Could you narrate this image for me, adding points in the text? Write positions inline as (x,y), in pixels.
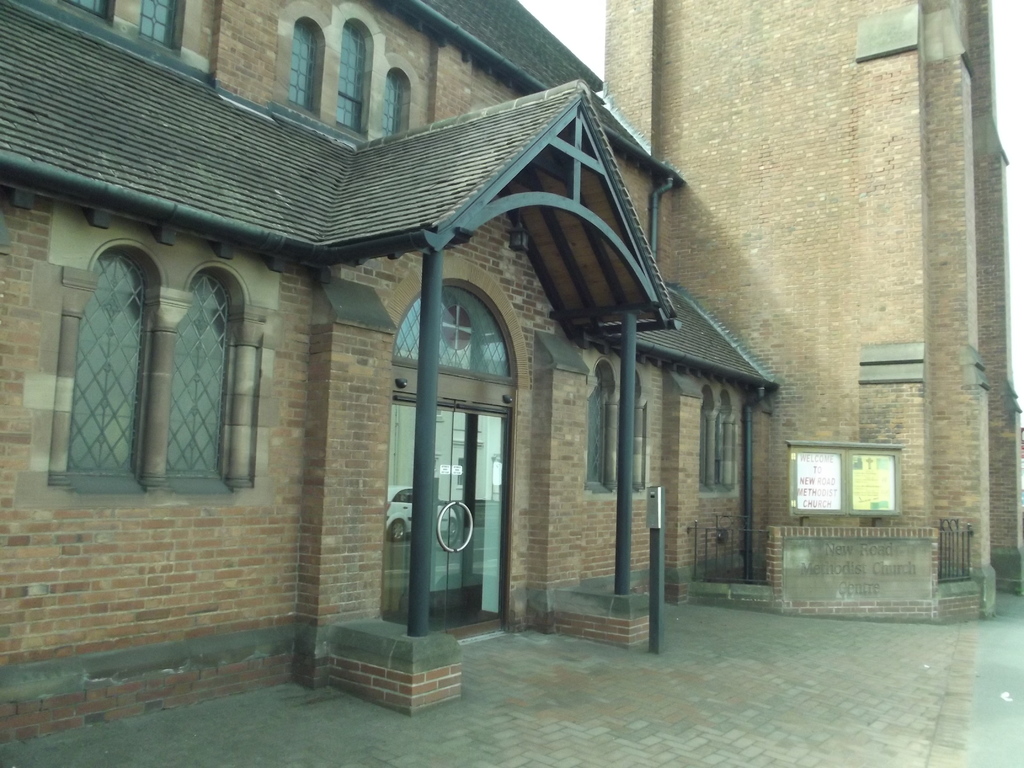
In this image we can see a house (446,330) and a building (611,348). Some bills (809,486) are pasted to an object (848,481).
